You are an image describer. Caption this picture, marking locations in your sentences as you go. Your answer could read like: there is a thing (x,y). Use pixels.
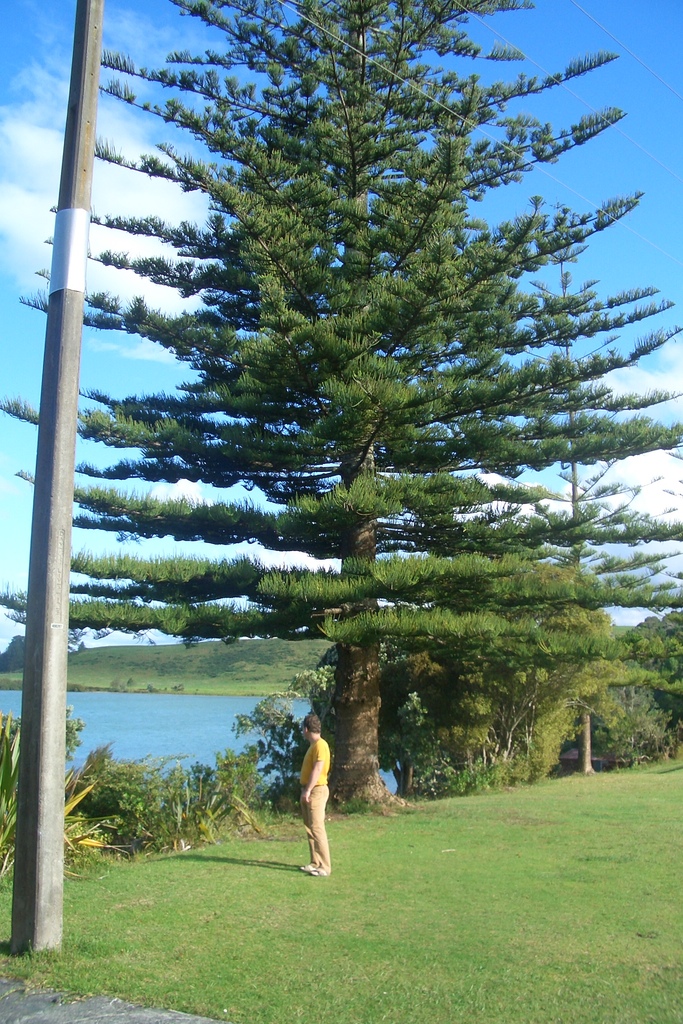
There is a person (324,778) standing on a greenery ground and there are trees (427,545) behind him and there are water (100,743) and a pole (39,648) in the left corner (45,665).
